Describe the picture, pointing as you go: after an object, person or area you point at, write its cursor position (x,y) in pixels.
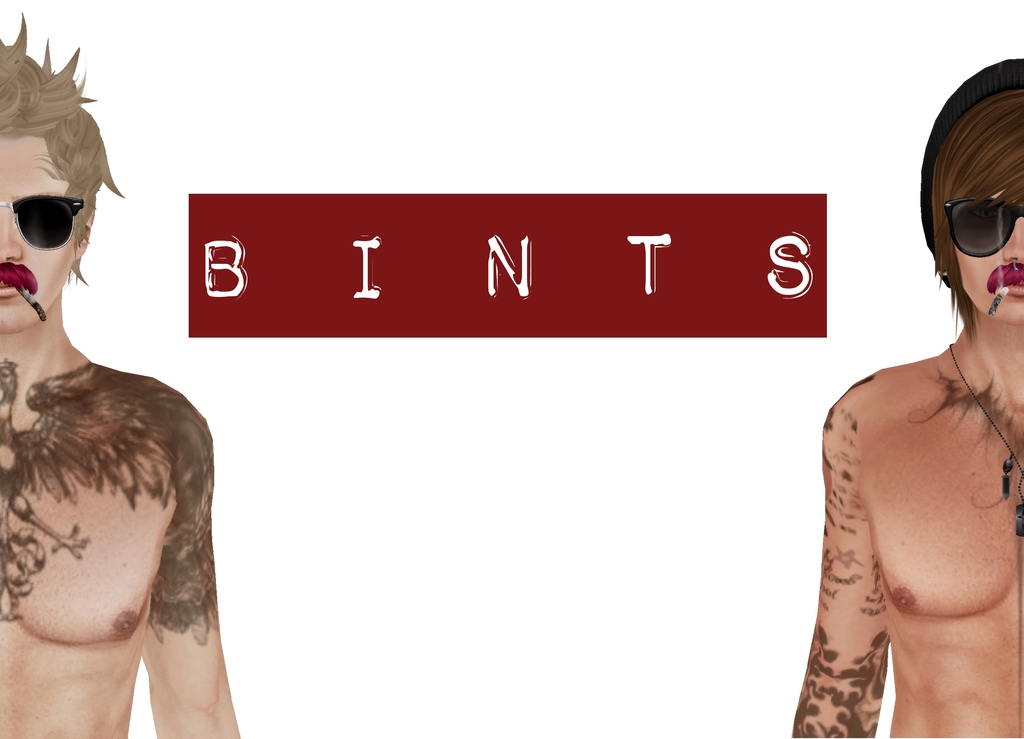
This is an animation in this image on the right side (831,562) and left side (156,609) there are two persons (171,422), and in the center (461,274) there is text (367,252) and there is white background (641,56).
